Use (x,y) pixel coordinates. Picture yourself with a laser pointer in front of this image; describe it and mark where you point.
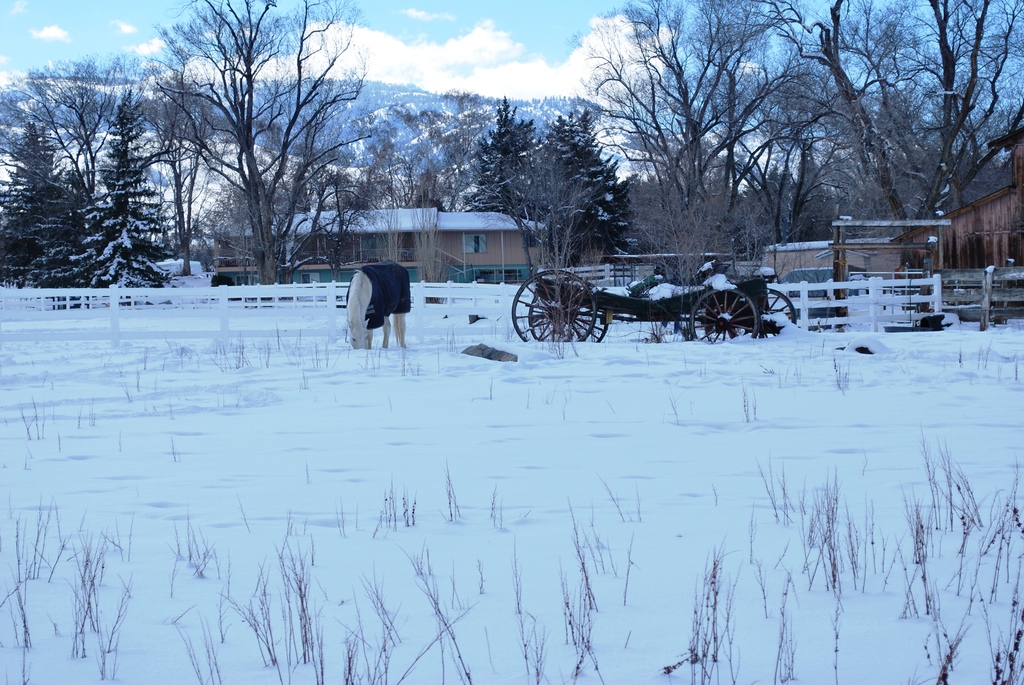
In this image, we can see cart (662,318), horse (353,304), snow (541,427) and plants (996,668). Background (211,304) we can see fences (501,316), houses (479,232), trees (687,250), walls (962,224), hills (353,94) and cloudy sky (525,46).
